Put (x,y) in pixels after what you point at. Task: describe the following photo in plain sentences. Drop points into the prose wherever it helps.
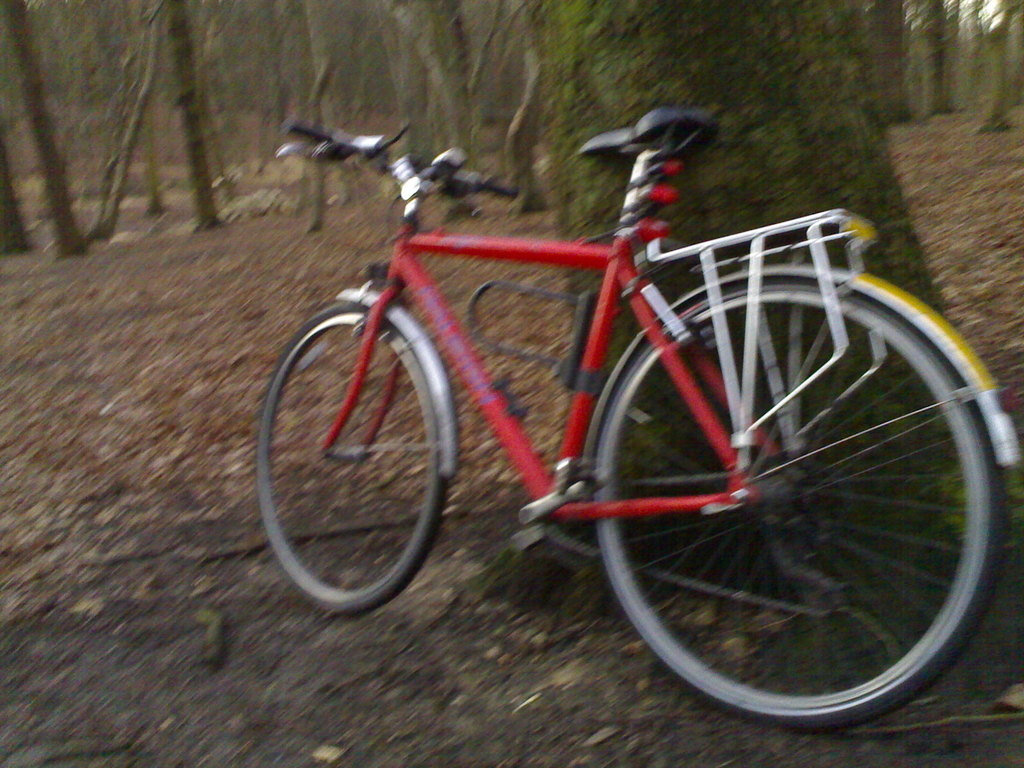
In this image we can see a bicycle (682,333) on the ground (261,615), shredded leaves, trees (628,100) and sky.
